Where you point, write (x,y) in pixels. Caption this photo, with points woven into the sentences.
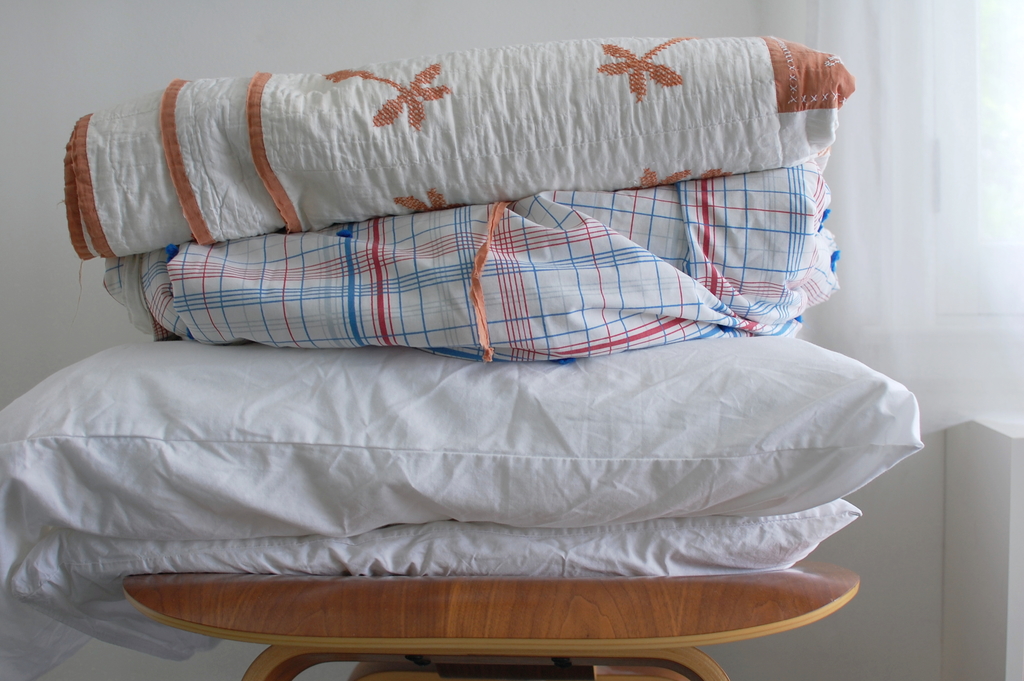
In this image there are a few pillows (428,375) and blankets (271,268) placed on top of a table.
